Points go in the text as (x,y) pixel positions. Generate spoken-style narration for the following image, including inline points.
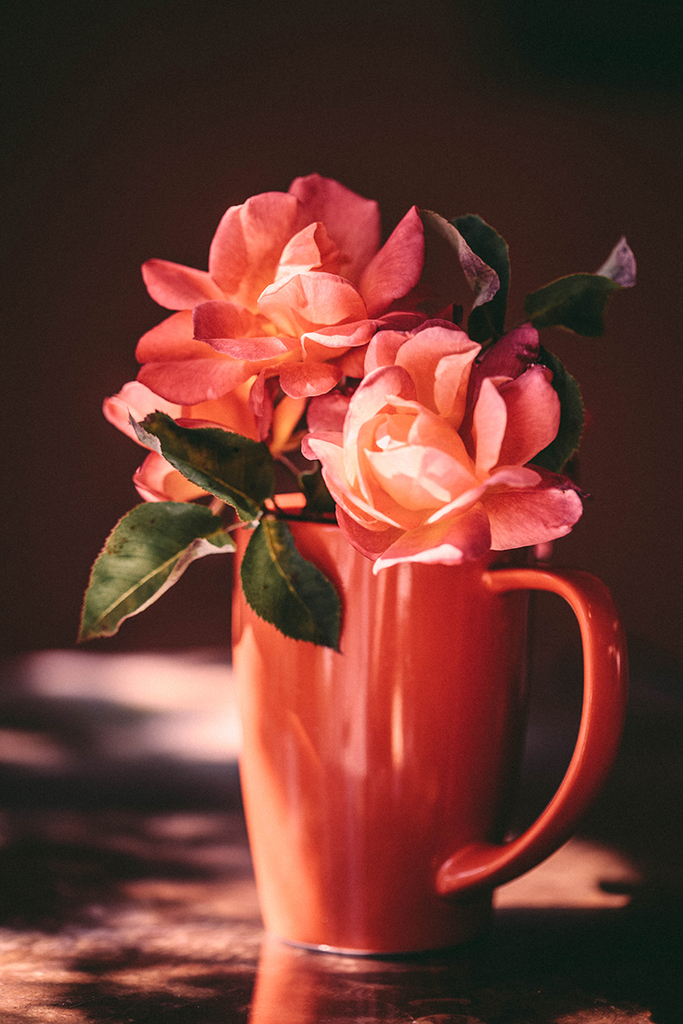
There is a cup (330,656) with flowers (333,475) and leaves (148,569). Cup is on a surface (485,950). In the background (131,205) it is dark.
